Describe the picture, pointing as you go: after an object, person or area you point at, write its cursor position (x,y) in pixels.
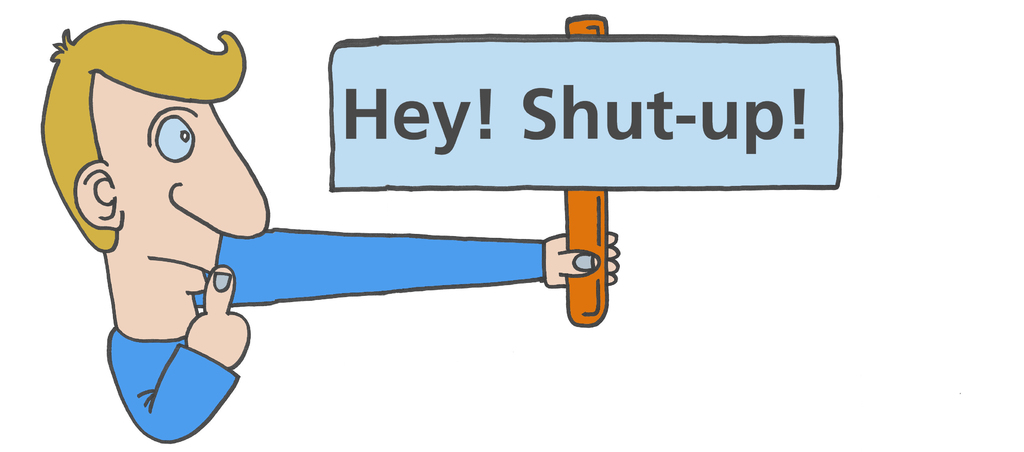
It is an animated image of a man (260,250) holding a board (606,132), Hey shut up!
